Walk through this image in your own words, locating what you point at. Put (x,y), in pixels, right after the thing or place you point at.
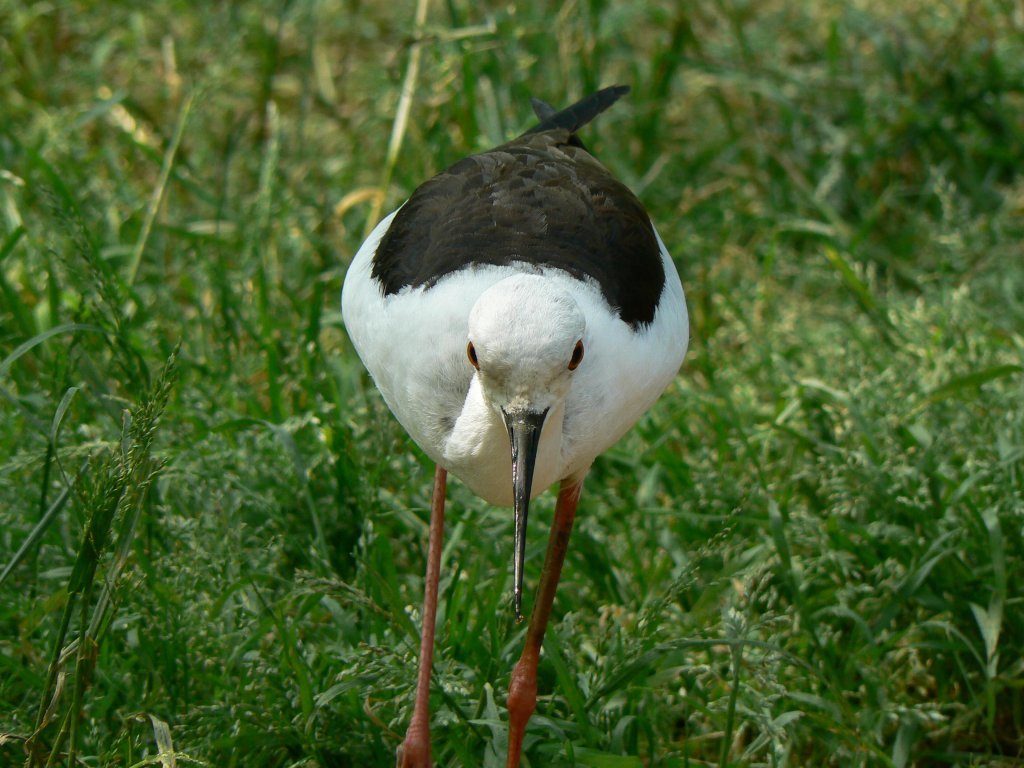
In this picture in the middle (624,334), we can see a bird (627,313) standing on the grass (597,715). In the background (628,94), we can see a grass (785,515) which is in green color.
